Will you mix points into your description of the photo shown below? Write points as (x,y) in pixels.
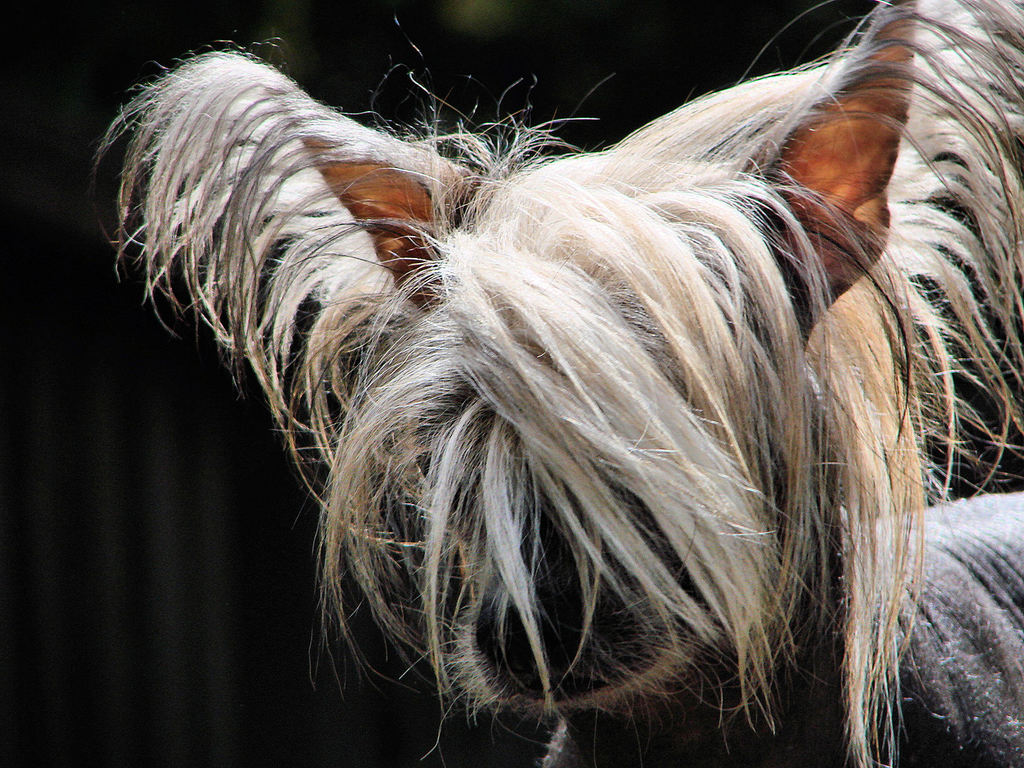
In the picture I can see an animal (702,597). The background of the image (101,528) is dark.
